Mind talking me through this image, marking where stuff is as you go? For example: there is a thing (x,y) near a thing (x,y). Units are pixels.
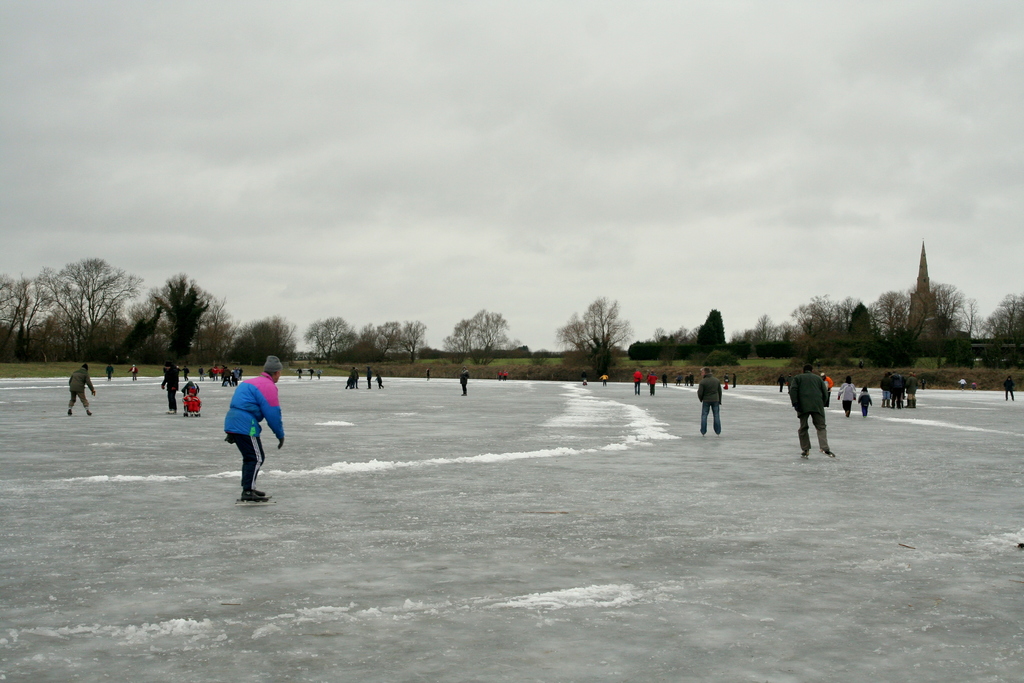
Sky (452,56) is cloudy. Here we can see people (356,375). Background there are people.
